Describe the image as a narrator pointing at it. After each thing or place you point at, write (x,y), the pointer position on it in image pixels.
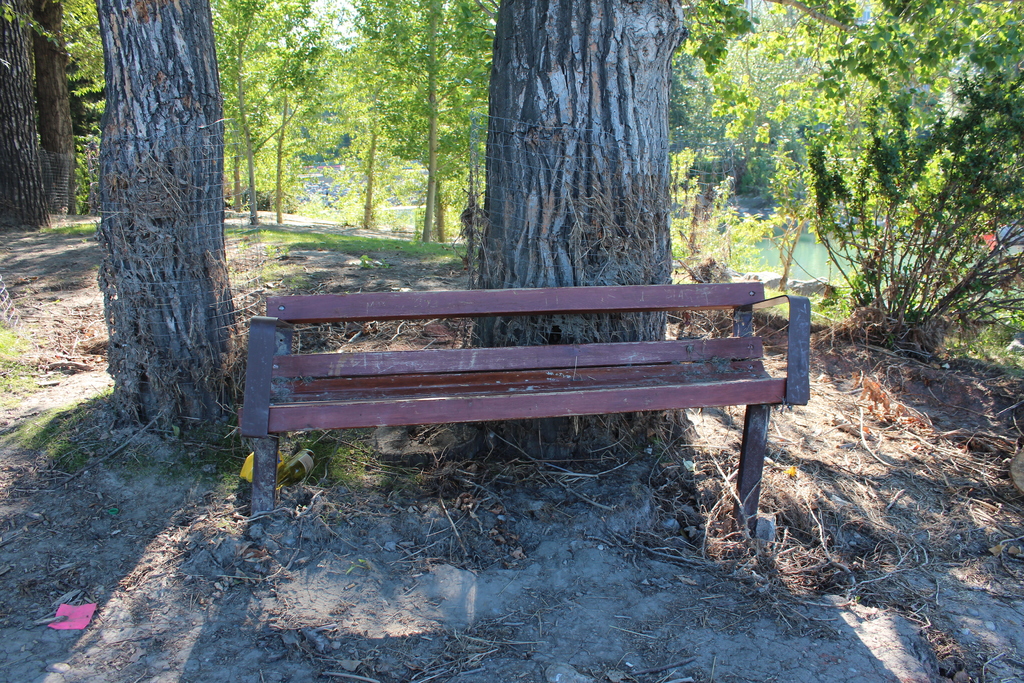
In this image, we can see bench (754,433) on the surface (572,534). Background (655,239) we can see tree trunks (535,285), mesh (48,199), trees (761,227), plants (957,271), grass (995,347) and water (826,262). On the ground (827,617) we can see twigs (852,533) and dry leaves (857,496).
